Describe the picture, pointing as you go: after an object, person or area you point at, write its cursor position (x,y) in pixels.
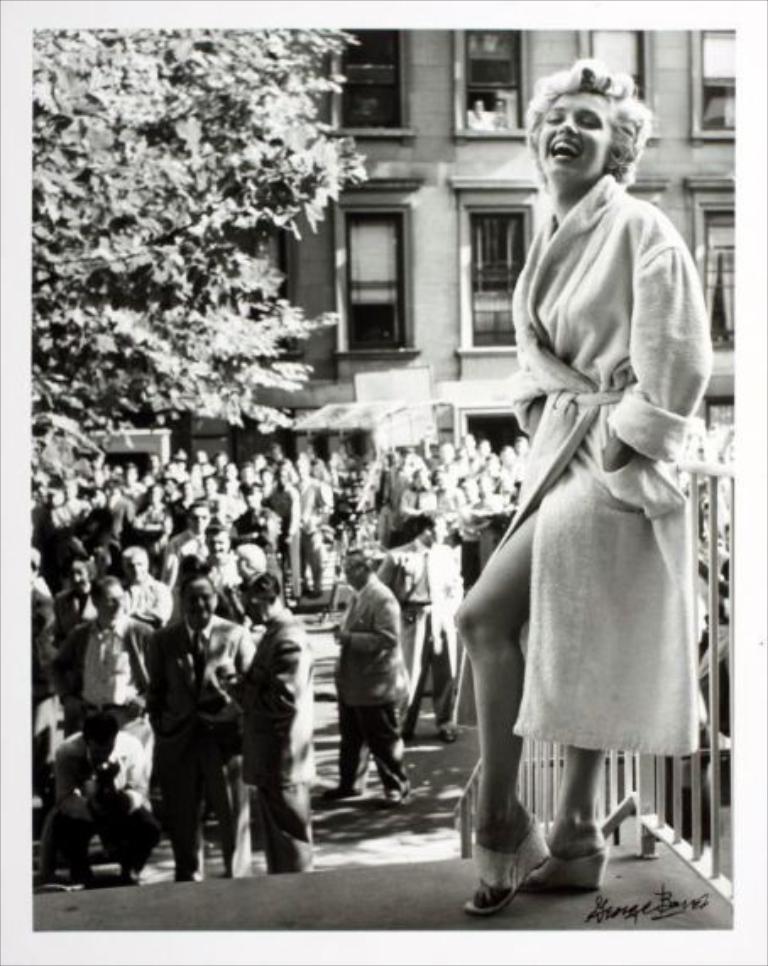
This image is a black and white image. This image is taken outdoors. At the bottom of the image (346,888) there is a floor (373,883). On the right side of the image (634,624) there is a railing (695,598) and a woman (599,436) is standing on the floor (454,872). She is with a smiling face (596,163). In the background (417,187) there is a building (421,192) with walls (428,232) and windows (502,87) and there is a tree (238,69). In the middle of the image (262,488) many people (245,596) are standing on the road (446,750) and a few (452,688) are walking. On the left side of the image (110,791) a man (110,791) is in a squatting position and he is clicking pictures with a camera (107,788).
